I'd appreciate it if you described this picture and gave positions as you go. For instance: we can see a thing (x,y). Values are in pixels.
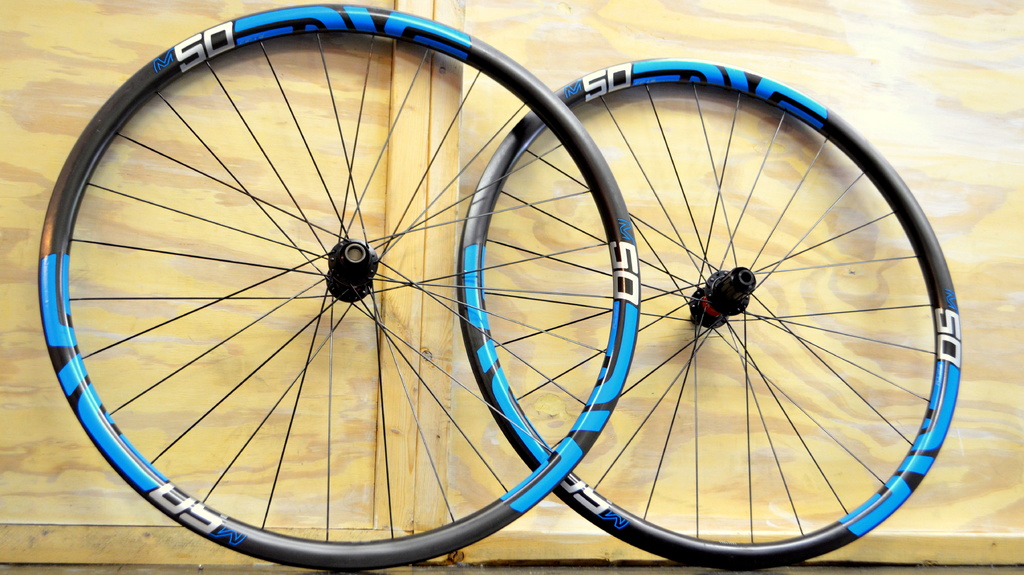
In this image we can see two wheels (379,379).
